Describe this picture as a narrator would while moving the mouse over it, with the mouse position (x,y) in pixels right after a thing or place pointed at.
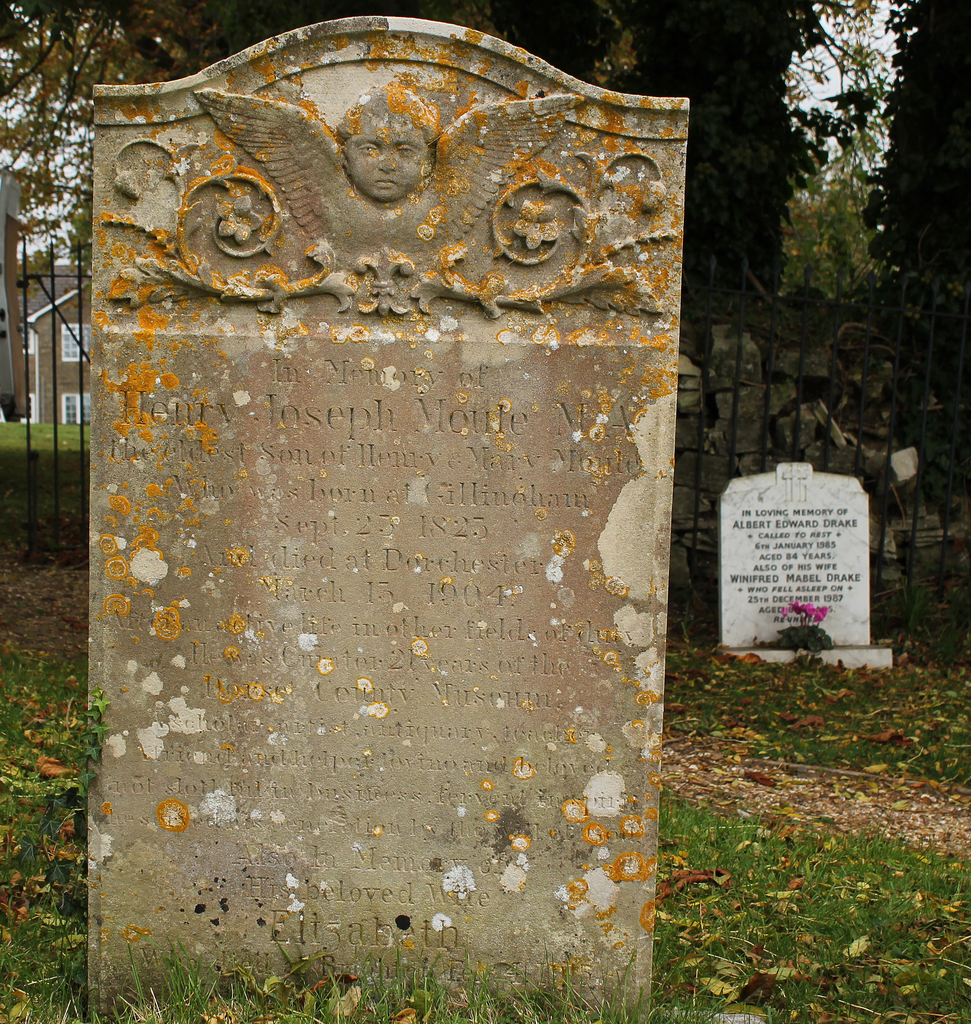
In this image, there are graveyard stones (730,580) on the ground (658,925). There are grills (34,457) on the left (27,442) and on the right side of the image (833,363). There are trees (774,237) in the top right of the image (903,90).
